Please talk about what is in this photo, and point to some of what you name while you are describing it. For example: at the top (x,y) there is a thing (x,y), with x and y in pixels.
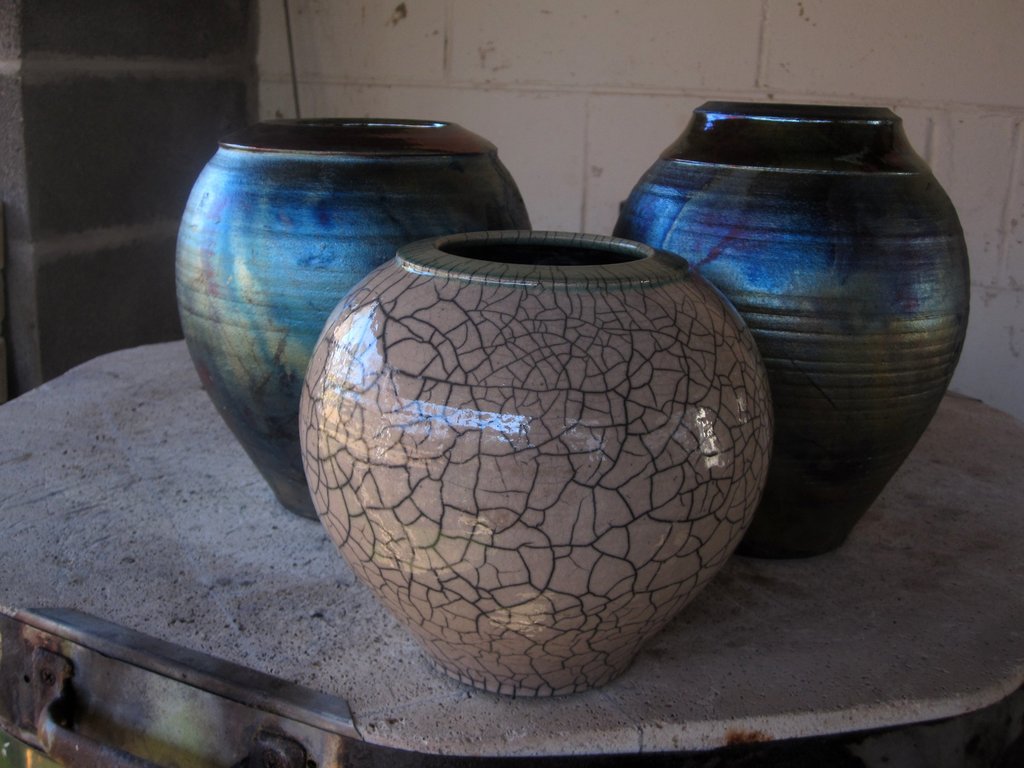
This image consists of three pots (553,252) made up of ceramics (381,525) are kept on a table (450,743) which is made up of rock (494,751). In the background (328,27), we can see a wall (708,56). At the bottom (143,760), there is a handle (129,761) made up of metal (144,749).
